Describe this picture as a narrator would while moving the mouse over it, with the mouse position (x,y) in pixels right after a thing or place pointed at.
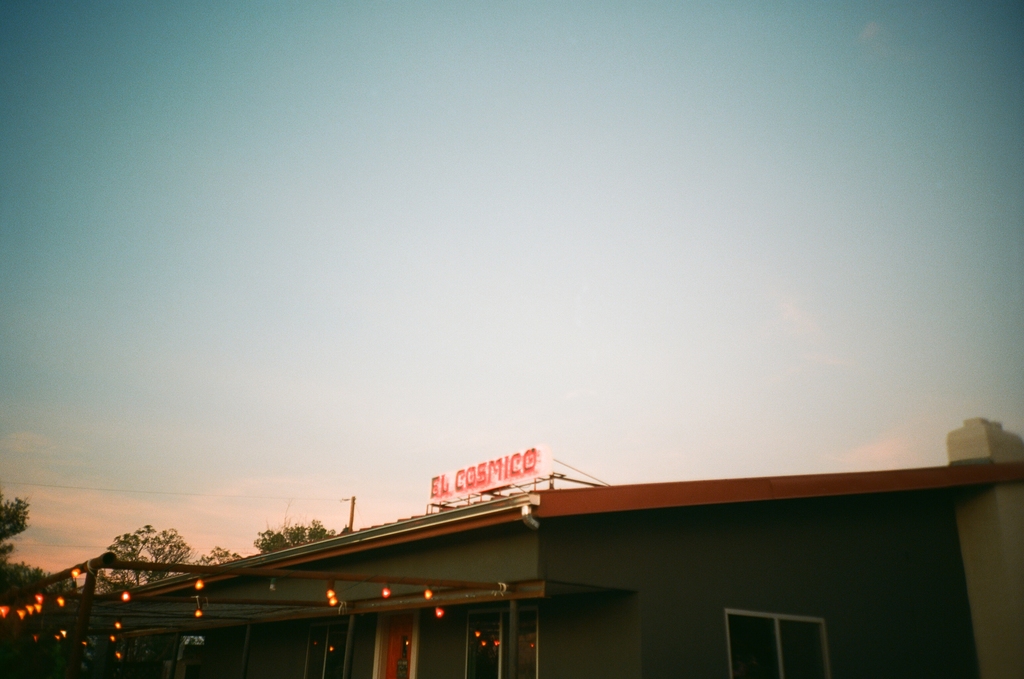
In this picture we can see a building (175,651) and few lights (18,614) are visible on the poles (93,560). There are few trees (164,550) in the background (3,582). Sky (297,434) is blue in color.
